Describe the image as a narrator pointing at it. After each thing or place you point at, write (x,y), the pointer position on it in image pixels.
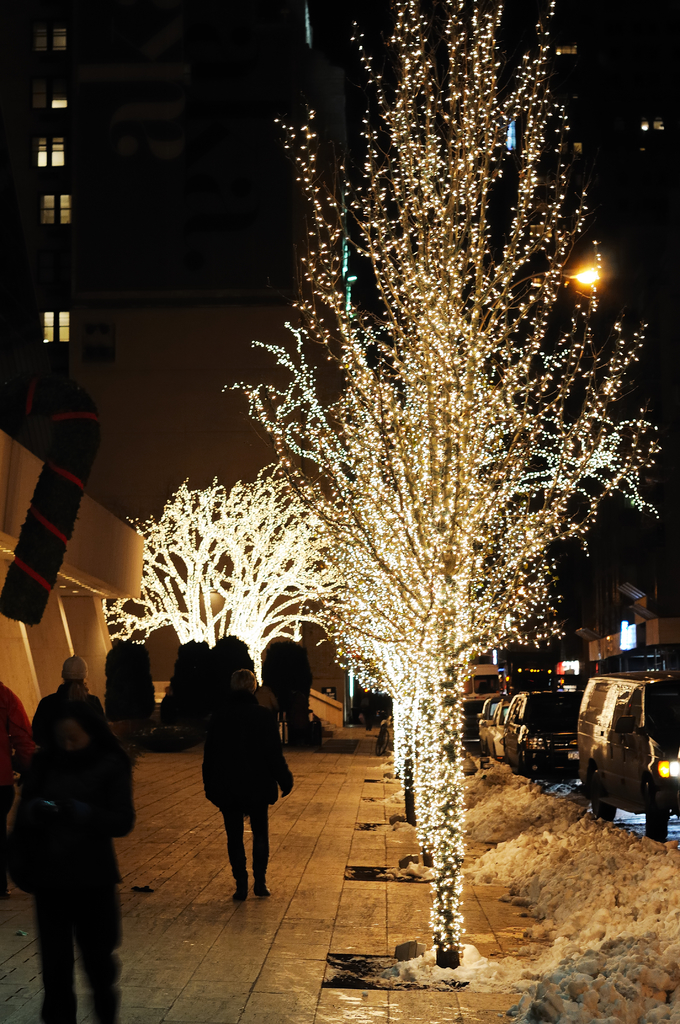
In the picture I can see some buildings (50,652), few people (62,793) are walking, lighted trees (452,851) and few vehicles (569,746) are on the road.
